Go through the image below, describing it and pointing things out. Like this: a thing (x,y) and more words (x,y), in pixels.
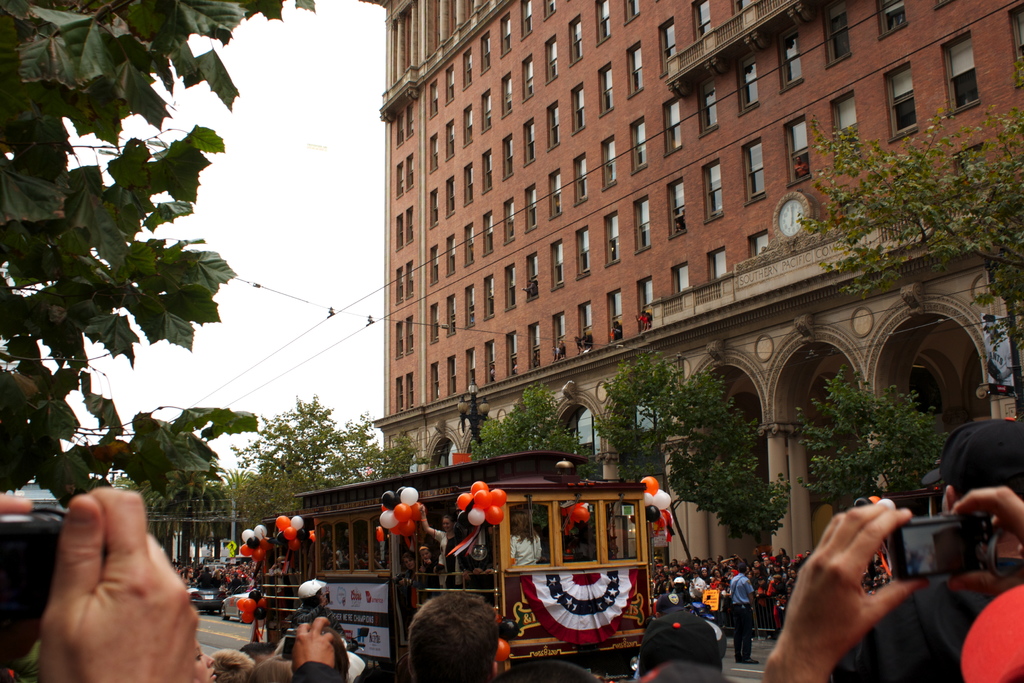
In this image I can see people (817,622) holding cameras (287,638) in their hands (829,656). There is a vehicle (519,661) on the road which is decorated. There are trees (412,457), building (424,411), pole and wires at the back (425,425). There is sky (276,208) at the top (296,138).
